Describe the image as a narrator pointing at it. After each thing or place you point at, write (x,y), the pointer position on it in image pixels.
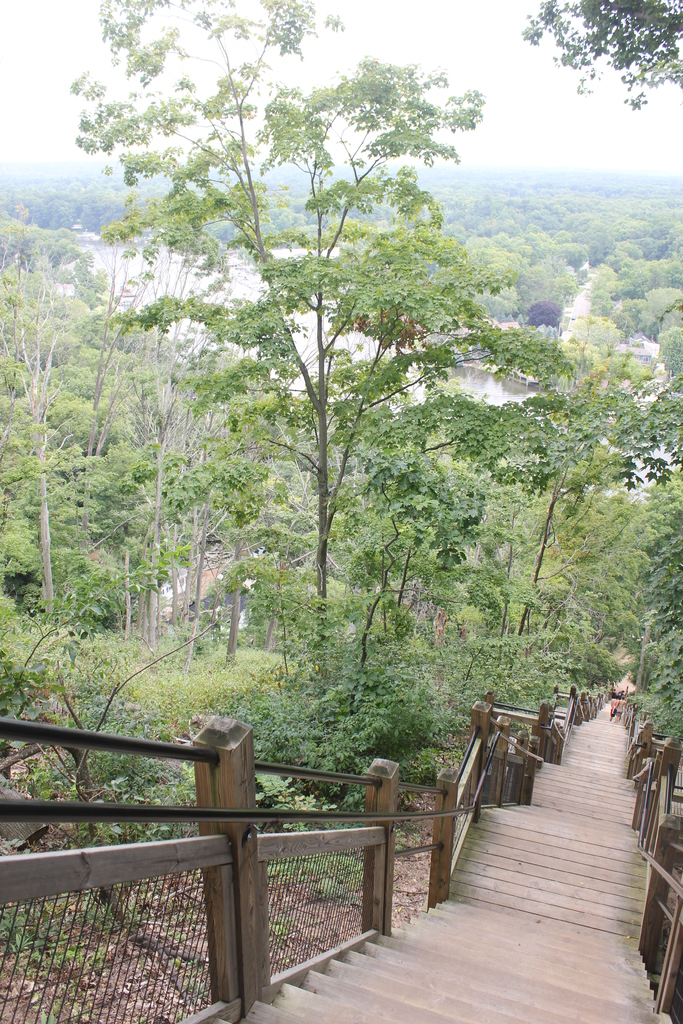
At the bottom of this image (545,881) I can see the stairs (522,945). On both sides of the stairs (631,979), I can see the hand railings (667,967). In the background (377,566) there are many trees (301,570) and also there is a sea (160,284). At the top of the image (509,55) I can see the sky (473,21).
